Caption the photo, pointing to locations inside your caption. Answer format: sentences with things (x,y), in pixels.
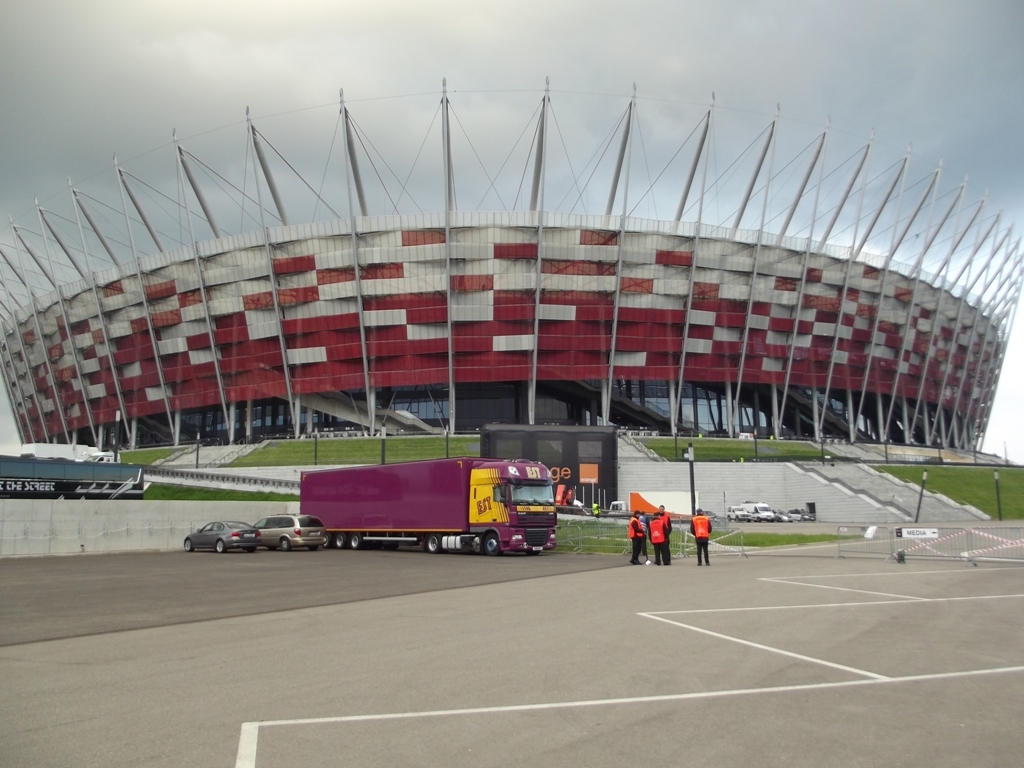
In the middle of this image (542,375) I can see a construction (542,375). In front of this there are vehicles (349,505), light poles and few people (642,547) standing on the road (620,603) and also I can see the grass (946,483) on the ground (305,448). At the top of the image (477,70) I can see the sky (561,89).
